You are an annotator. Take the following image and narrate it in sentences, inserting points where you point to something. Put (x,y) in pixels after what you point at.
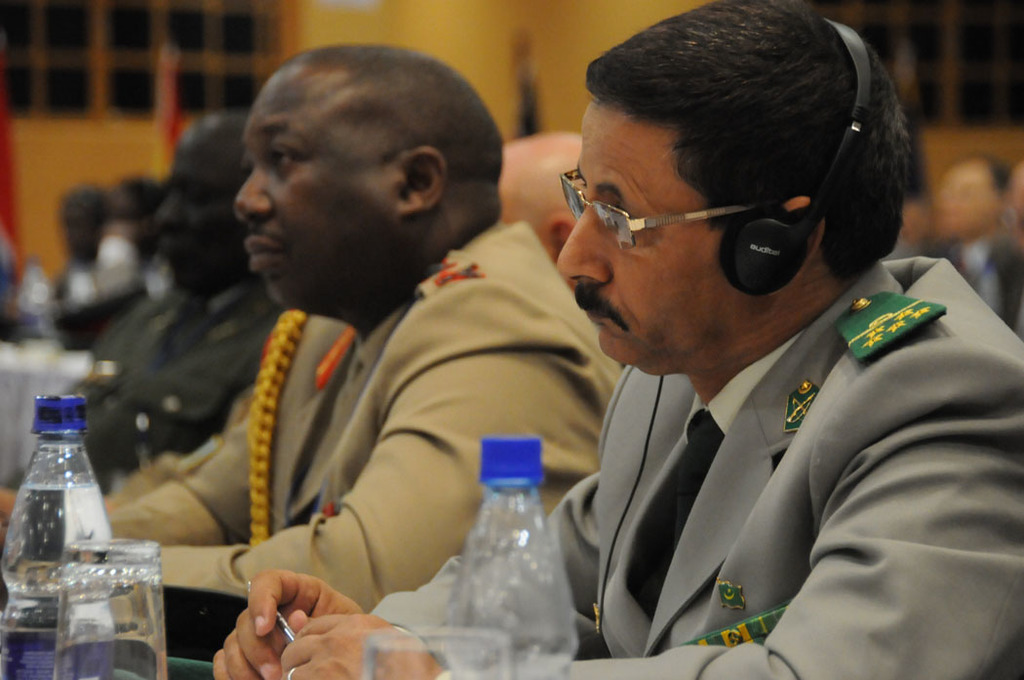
This image is taken inside a room (61,144). There are few people (210,369) sitting on the chairs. In the right side of the image (700,280) a man (241,649) is sitting in the chair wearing headphones (774,258), spectacles (643,220) and holding a pen (280,617) in his hand (323,645). In the middle of the image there is a bottle (520,594) a glass (446,637) with water (535,599) in it. In the background (437,25) there is a wall (79,118) with door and windows (951,86).
